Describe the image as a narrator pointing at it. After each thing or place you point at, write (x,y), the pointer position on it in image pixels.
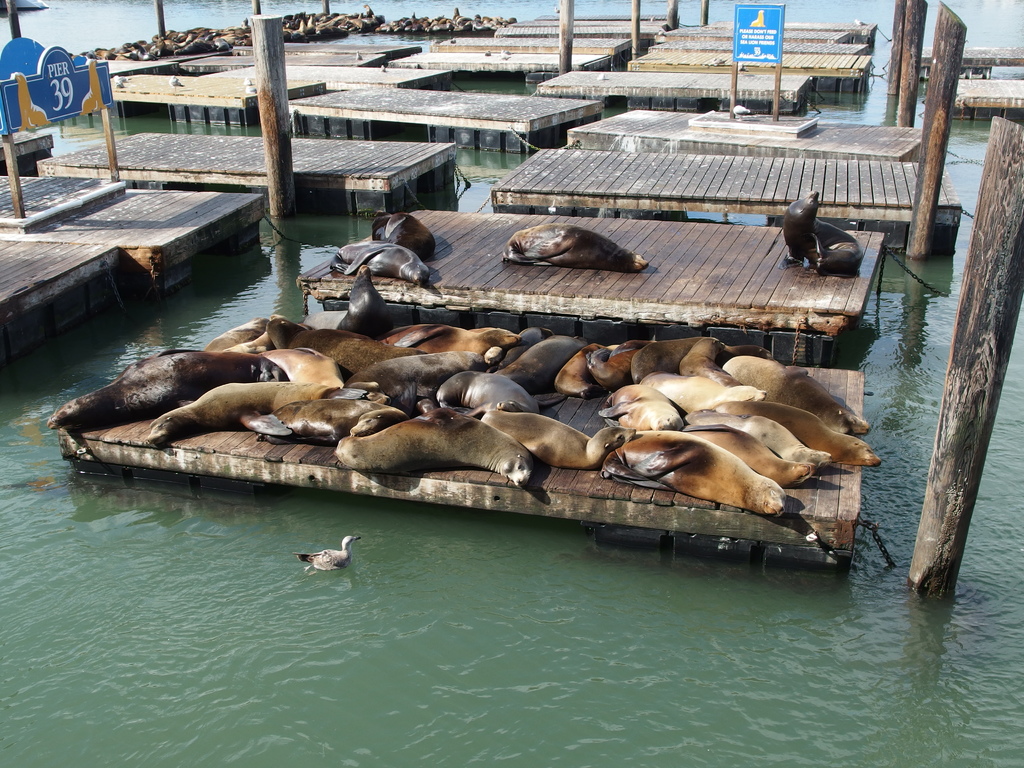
In this picture I can see there are few seals (485,462) lying on the wooden surface (192,448) and there is a gull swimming in the water (124,730) and there are few more wooden tables (441,232) in the backdrop (113,81). Onto left I can see there are few seals (111,53) on the wooden tables (252,68). There is water (378,594) around them. There are wooden pillars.
